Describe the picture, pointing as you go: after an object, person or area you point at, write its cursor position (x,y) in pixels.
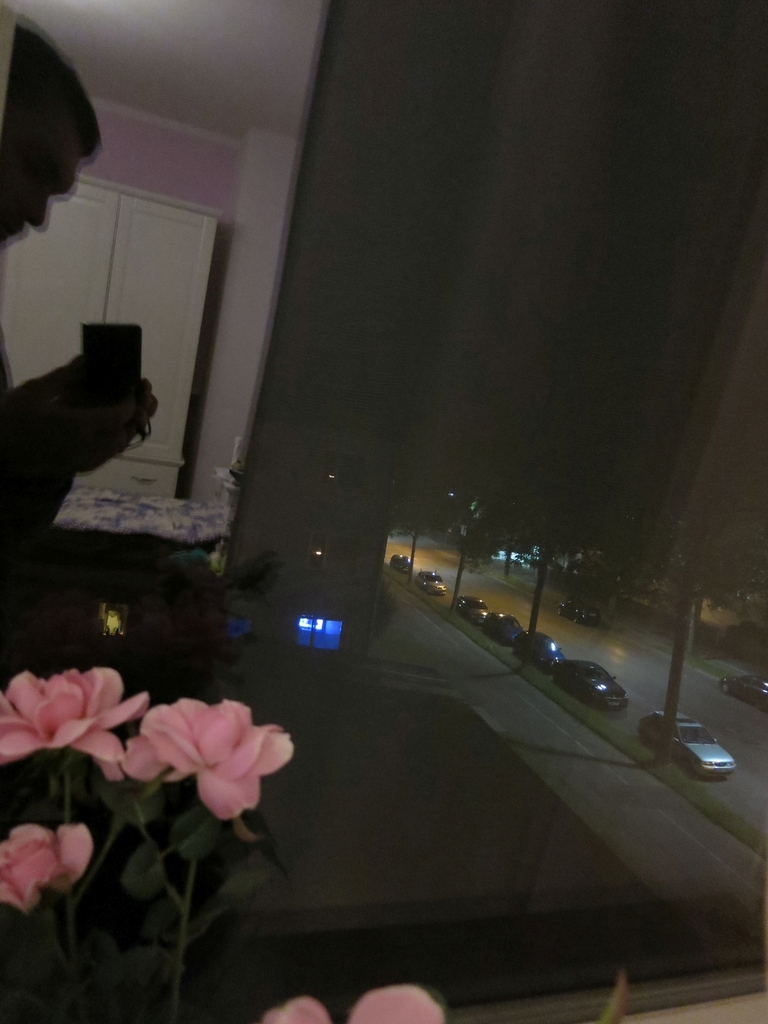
In this image we can see a person (67,466) holding an object (104,402) in his hands (95,427), buildings (52,590), cupboard (100,282), cot (162,524), flowers (75,753), motor vehicles (399,565) on the road (765,757), grass (524,673) and electric lights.
